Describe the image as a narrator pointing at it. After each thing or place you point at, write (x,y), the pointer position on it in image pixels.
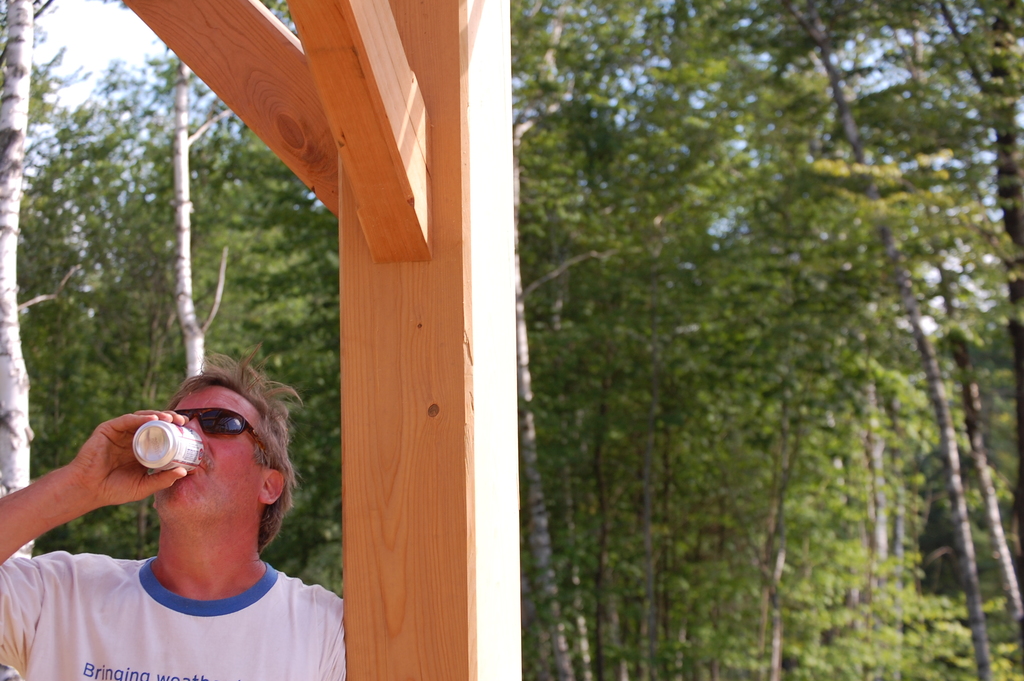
On the left side of the image (240,487) we can see a man (224,464), he is holding a tin (184,438) and he is drinking, in the background (697,517) we can see few trees (660,312).
